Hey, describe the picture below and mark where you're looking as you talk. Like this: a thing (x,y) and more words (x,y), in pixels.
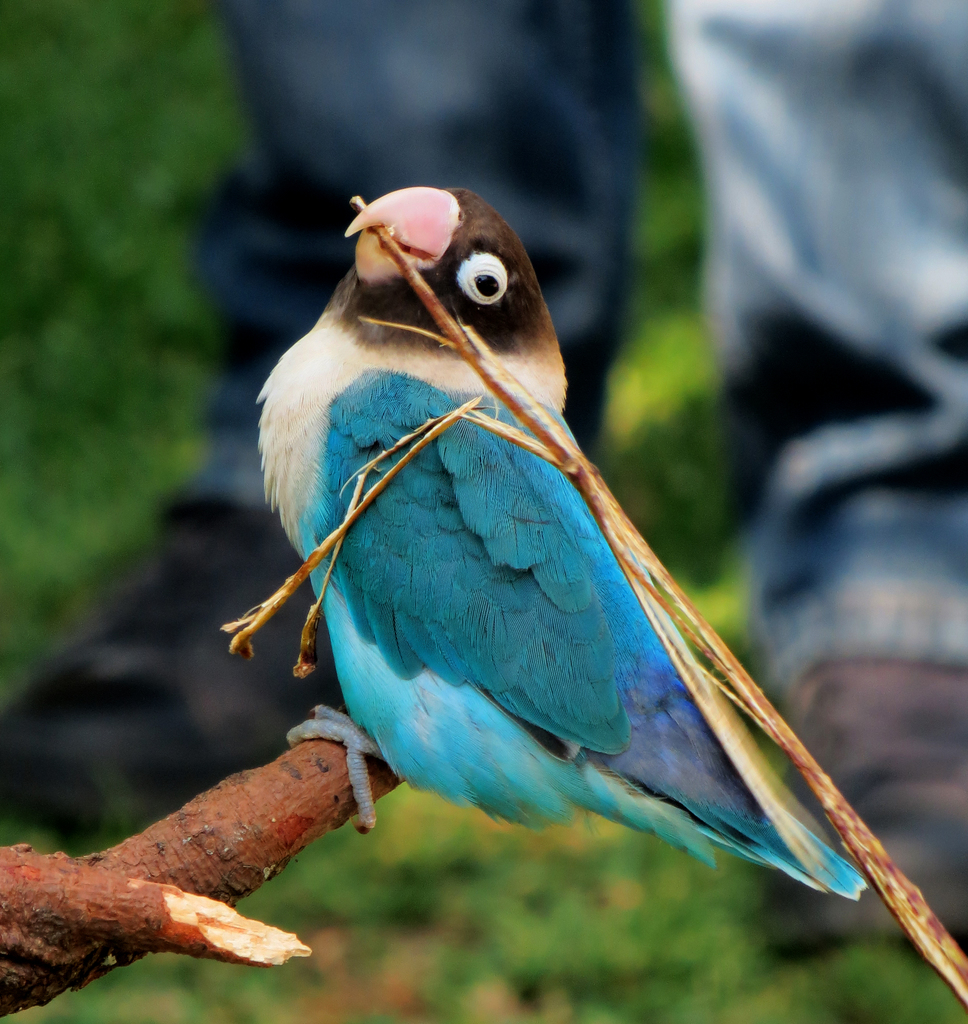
In this picture we can see a bird (424,614) on a wooden stick (200,826). There is a human (254,711) standing on the grass (548,876). Background (623,864) is blurry.
